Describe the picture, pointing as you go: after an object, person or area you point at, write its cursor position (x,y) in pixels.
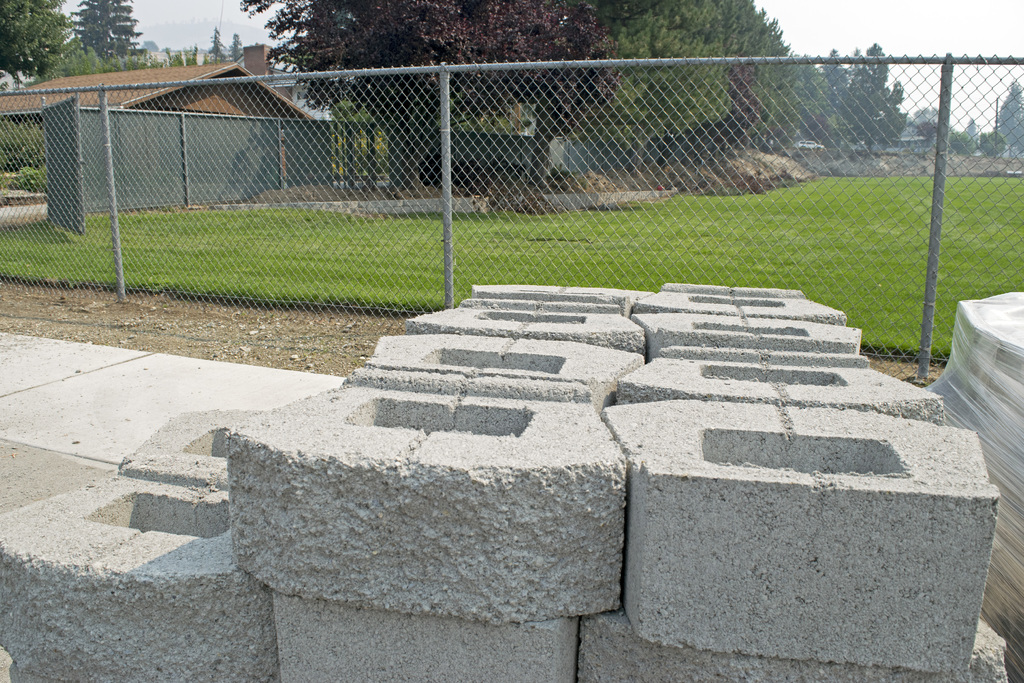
In this picture there are stones (490,414) at the bottom side of the image (533,496) and there is net (498,128), grassland (772,266), trees (502,99), and houses (309,106) in the background area of the image (406,141).
